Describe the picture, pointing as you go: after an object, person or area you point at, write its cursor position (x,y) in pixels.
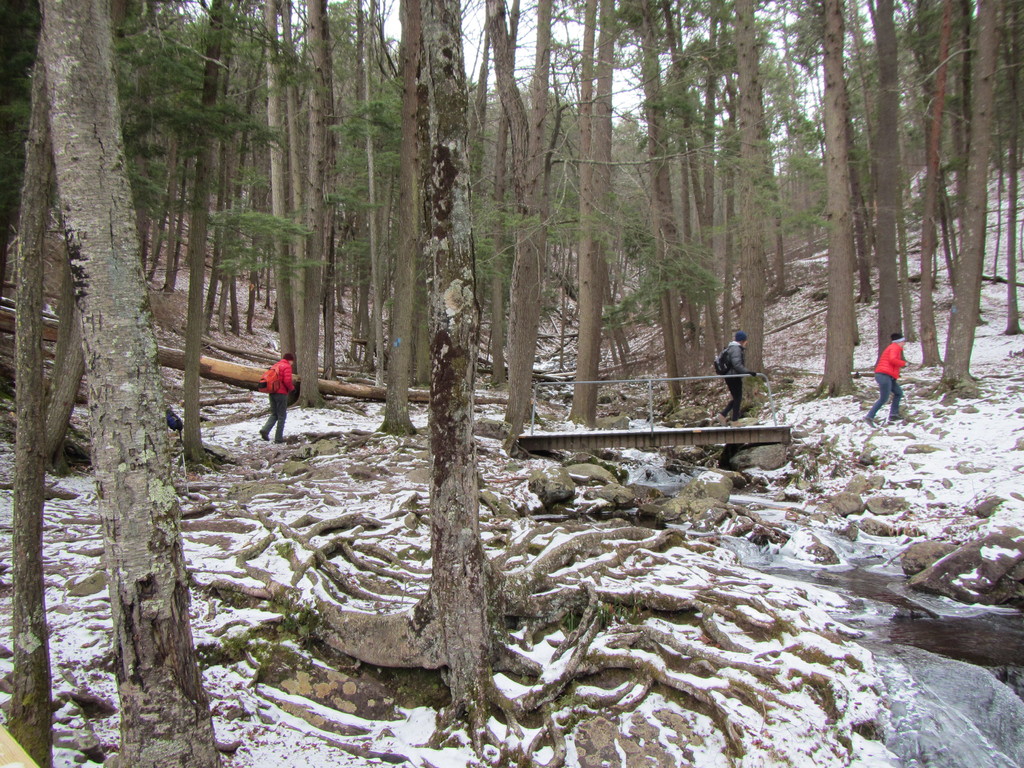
In the picture I can see the ground (91,616) which is covered with snow (735,568) and there is a bridge (649,440) which has a person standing on it and there is water (681,480) below it and there is a person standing in front and behind him and there are trees (596,168) around them.
